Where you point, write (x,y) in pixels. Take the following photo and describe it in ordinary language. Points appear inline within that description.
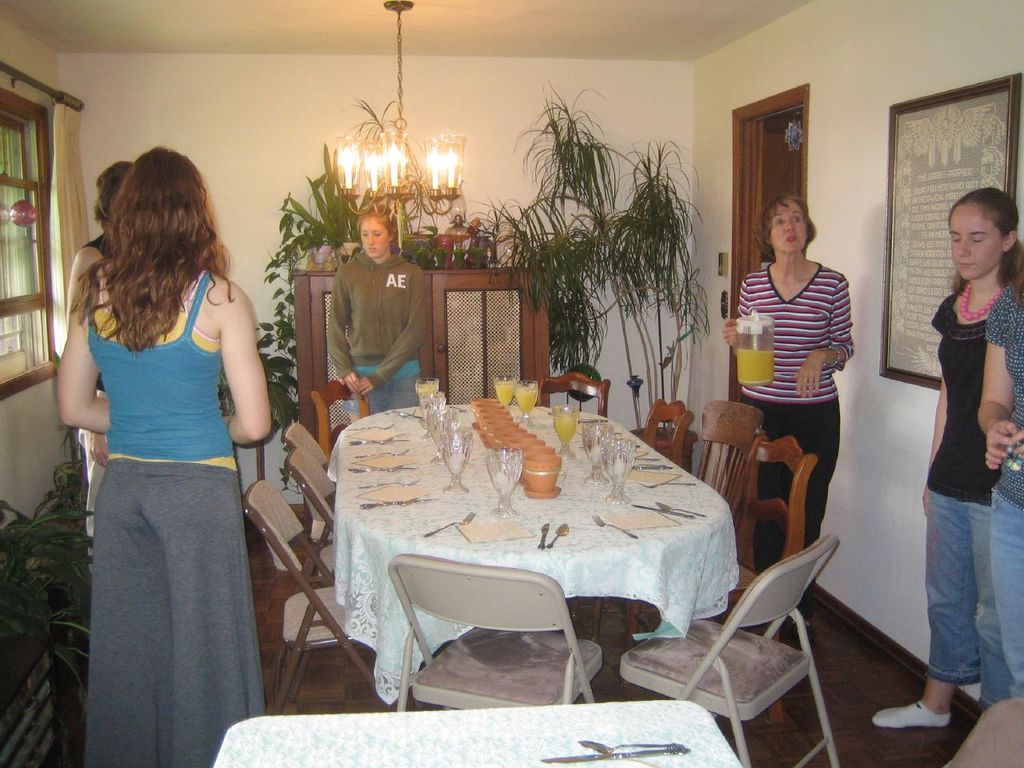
In this image I can see number of people (396,265) are standing. Here I can see number of chairs (312,480) around this table (659,579). On this table (487,495) i can see few glasses (464,454). In the background (604,253) I can see few plants (311,226).
